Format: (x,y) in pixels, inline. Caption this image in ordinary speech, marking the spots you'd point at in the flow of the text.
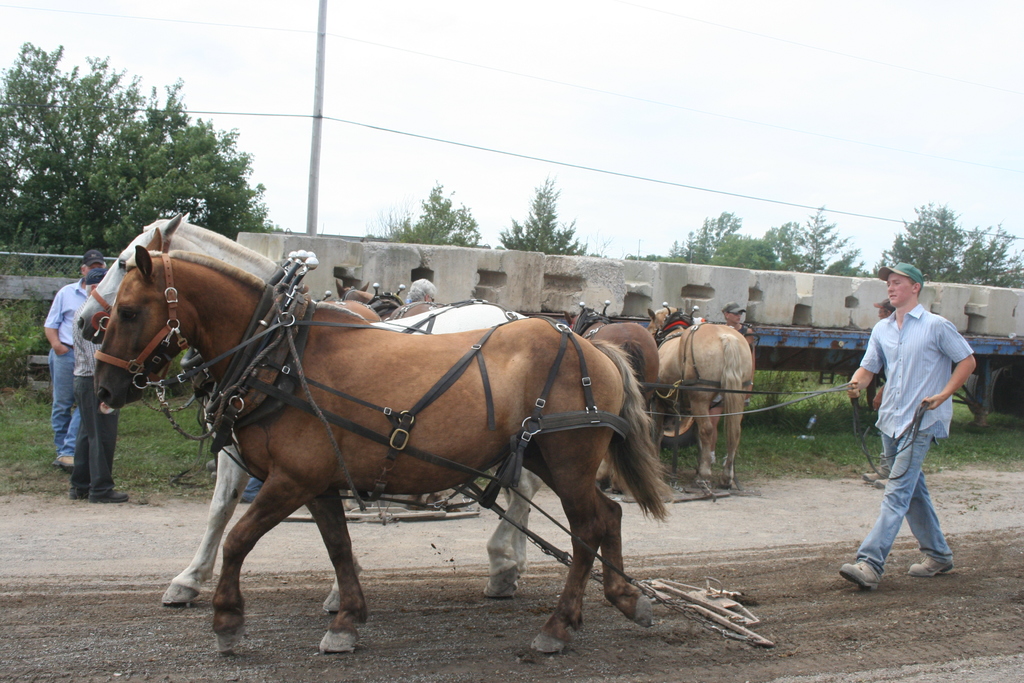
In this picture there are two horses (390,359) walking. On the right side of the image (854,585) there is a man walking and holding the rope (739,393). At the back (679,372) there are horses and there are two people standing at the horses (679,372) and there is a vehicle (1003,390) and there are stones (958,307) on the vehicle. On the left side of the image (105,482) there are two people (84,405) standing. At the back (20,262) there is a fence (74,273) and there are trees (4,226) and there is a pole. At the top (426,190) there is sky (507,218). At the bottom (85,607) there is grass (851,440) and there is ground (954,496).
